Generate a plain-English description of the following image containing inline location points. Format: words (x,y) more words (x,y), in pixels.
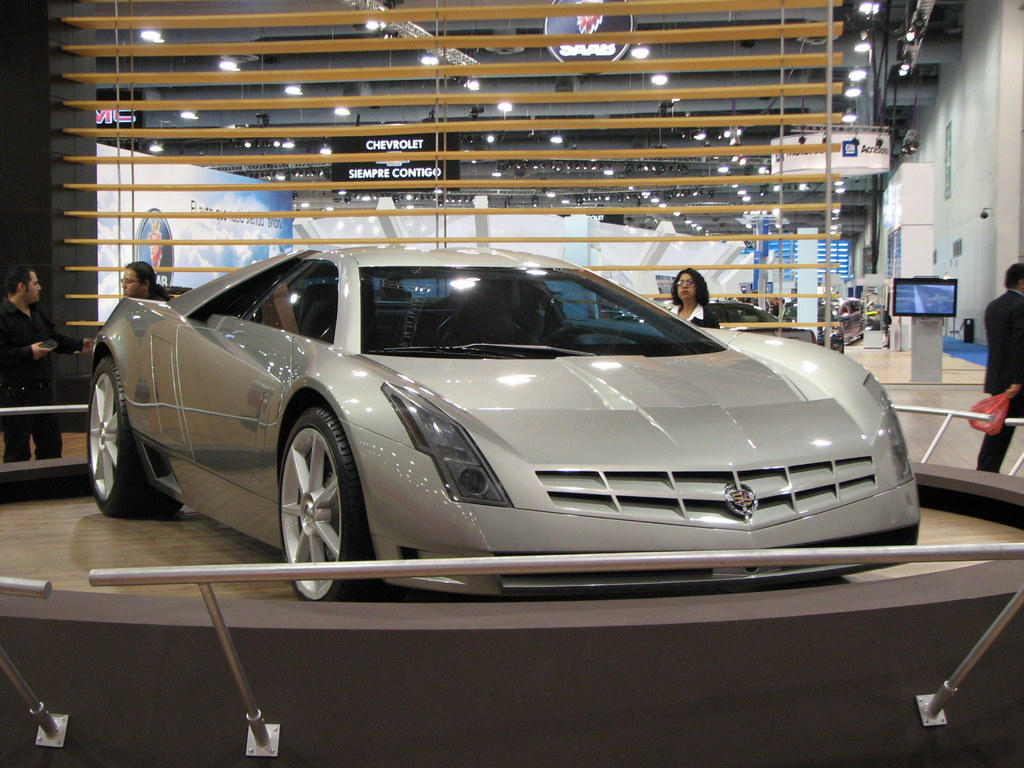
In this picture I can see the rods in front and I can see a white color car (421,442) on the brown color surface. Behind the car (152,439) I can see 4 persons (40,323). In the background (724,164) I can see few boards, on which there is something written and I see the lights (834,226) on the ceiling (696,84). On the right side of this picture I can see another car (743,309) and I can also see a screen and I can see the walls (958,223).
